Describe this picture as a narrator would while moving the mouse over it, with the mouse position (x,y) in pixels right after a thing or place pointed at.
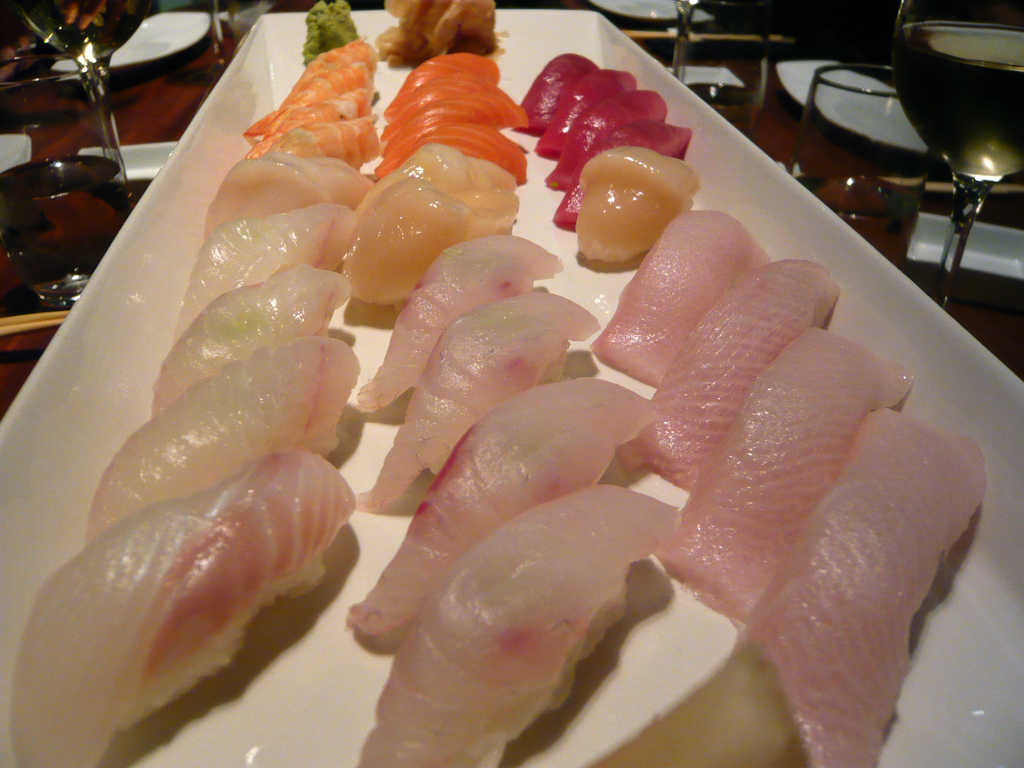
In the foreground of this picture (515,597), there is some sea food (466,553) is placed on the platter (532,342) around which glasses (852,128), platter (804,79), chop sticks (53,316) are placed on the table (19,344).
